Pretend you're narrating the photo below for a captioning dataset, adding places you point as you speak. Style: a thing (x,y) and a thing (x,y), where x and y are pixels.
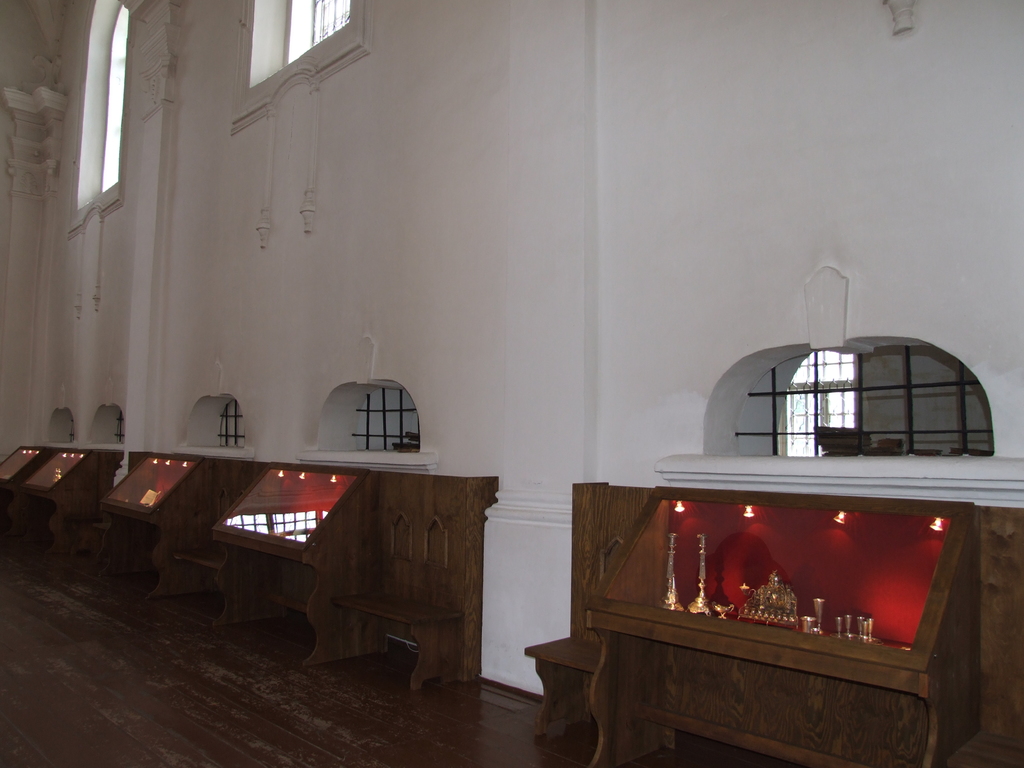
In this image I can see the white colored wall (527,306), few windows (829,377) and few brown colored desks (325,569). In the desks (698,672) I can see few objects (678,598) and few lights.
